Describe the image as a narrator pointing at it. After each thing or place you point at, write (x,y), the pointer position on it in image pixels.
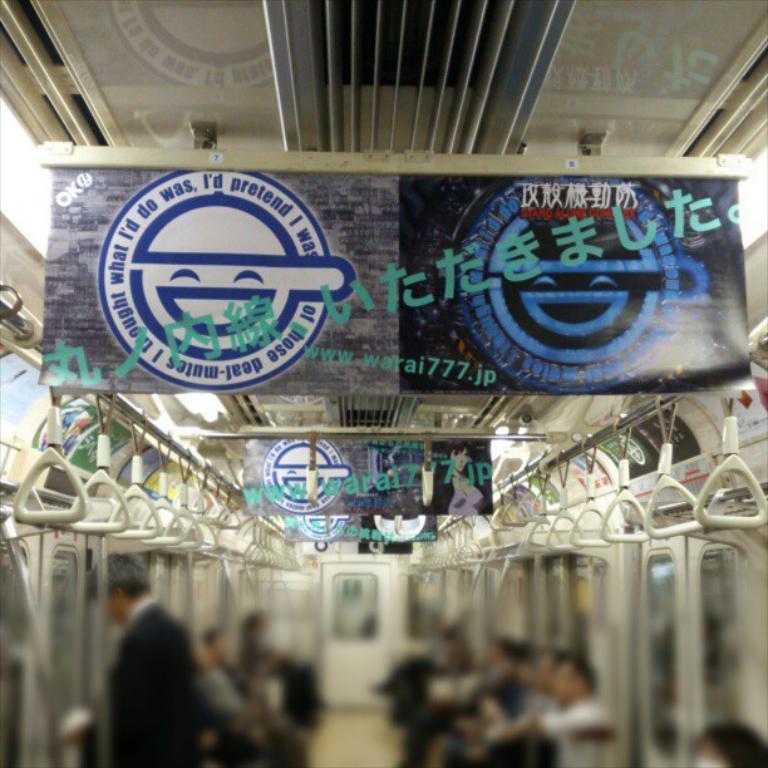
This image shows an inner view of a train (489,549) in which there are group of people (183,665) sitting. We can also see a board (420,279) and a roof (342,112).
